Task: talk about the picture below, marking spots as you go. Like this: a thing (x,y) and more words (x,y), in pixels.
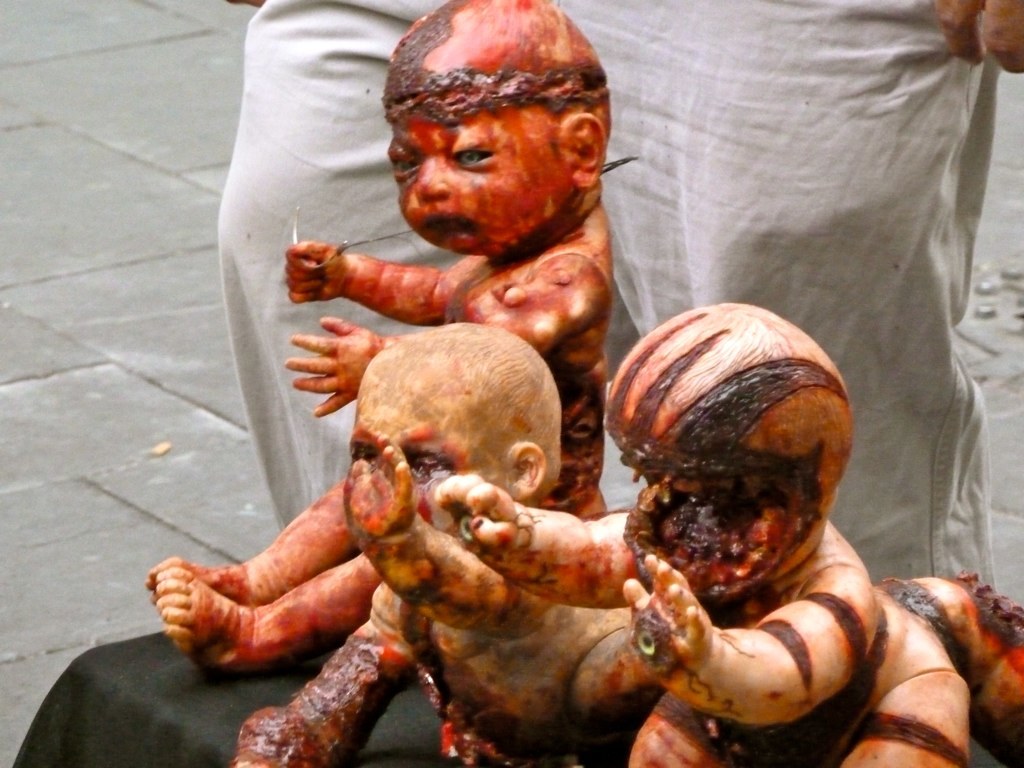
In the image there are few horror toys (519,455) kept on a table (141,697) and behind the toys (453,267) there is a man (883,142) standing on the ground (233,470).
